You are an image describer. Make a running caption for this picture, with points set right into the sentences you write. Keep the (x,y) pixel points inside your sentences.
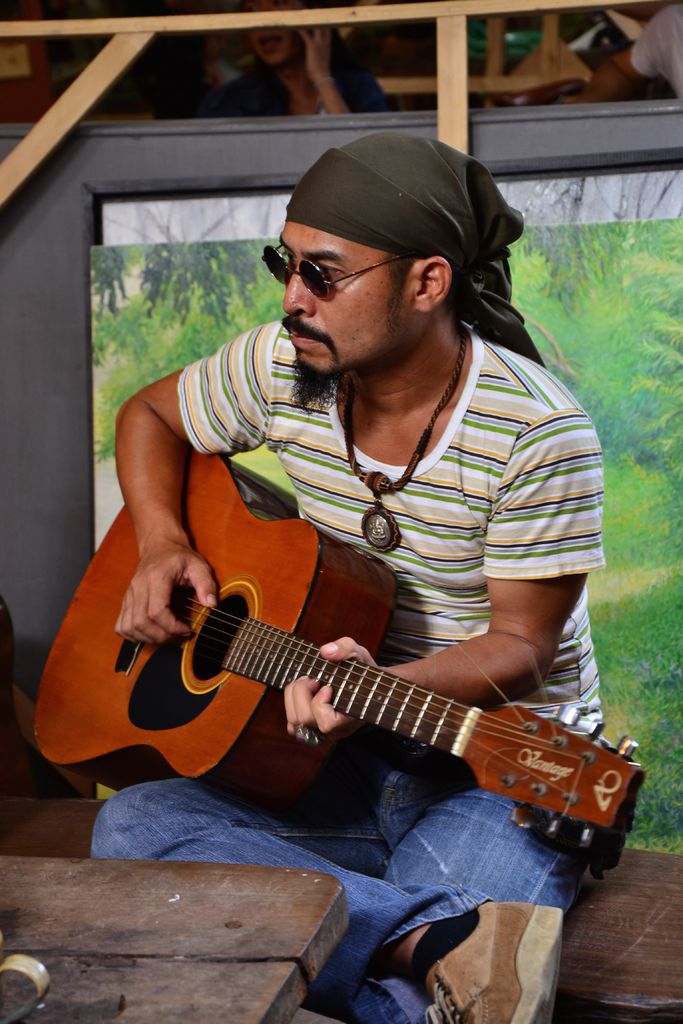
This is the picture of a person (450,576) wearing green, white, black shirt (450,582) and blue pant (370,879) holding a musical instrument (260,772) and playing it.
